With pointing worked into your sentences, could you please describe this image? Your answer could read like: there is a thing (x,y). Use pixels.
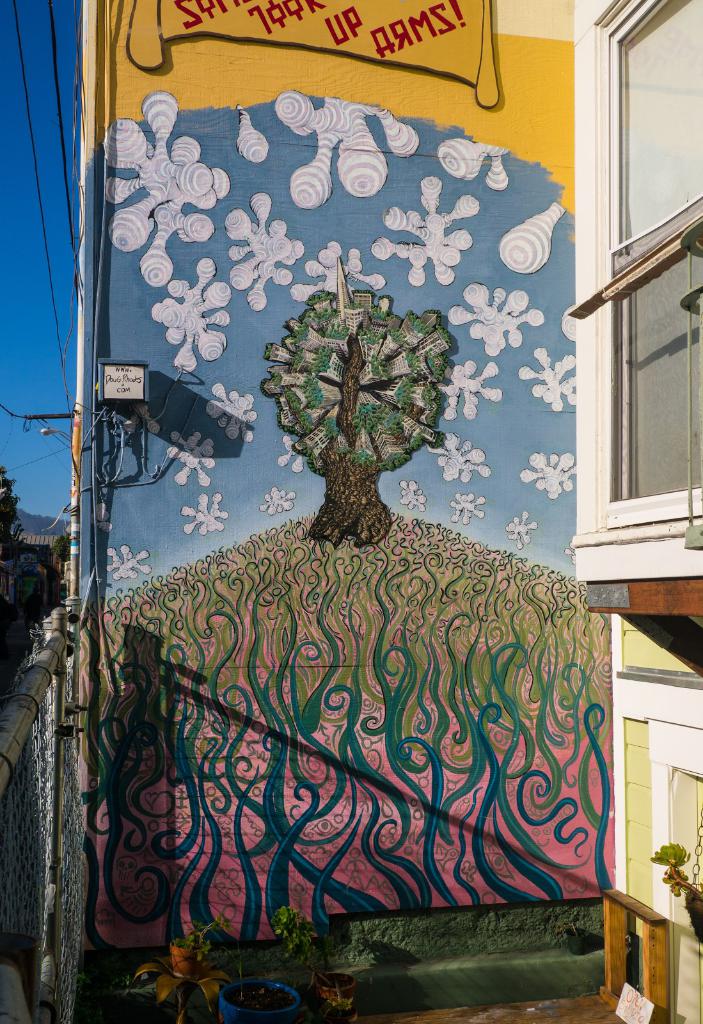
In this picture I can see there is a painting (310,425) of a tree (336,480) and there is a building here on the right side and a fence (44,838) on the left side (58,831).
